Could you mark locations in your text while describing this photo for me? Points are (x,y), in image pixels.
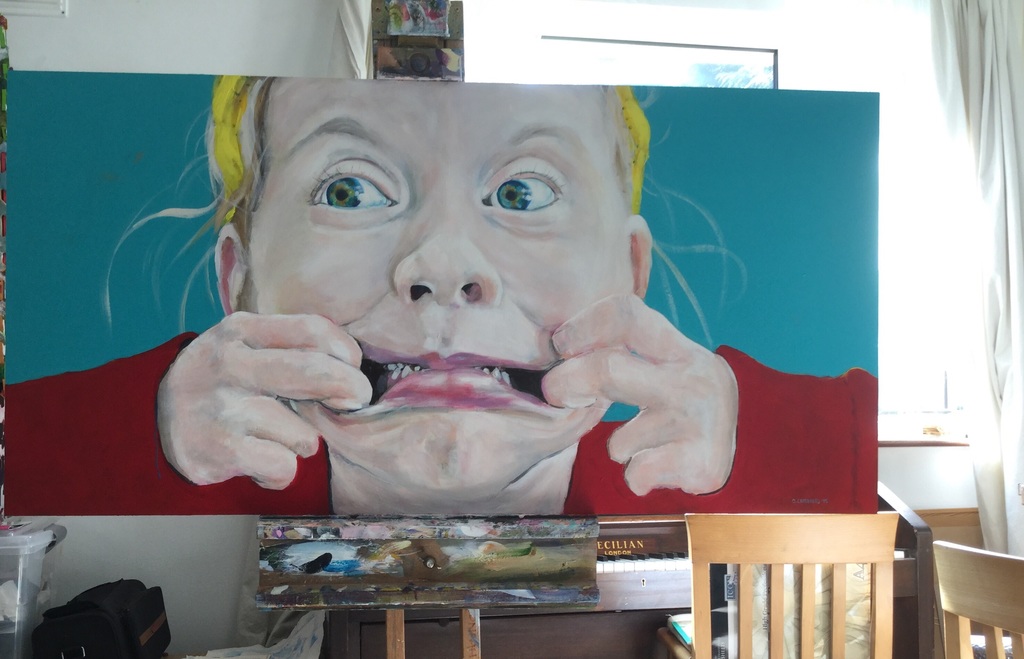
In this image I can see a board (269,461) on an easel (406,533). on this board (311,256) I can see a painting (324,192) of a person (319,303). At the bottom (798,592) there are two chairs (778,591), a bag (69,606) and some objects (324,638). On the right side (1008,227), I can see a white color curtain (982,175). On the top of the image (159,40) there is a wall (202,44).
